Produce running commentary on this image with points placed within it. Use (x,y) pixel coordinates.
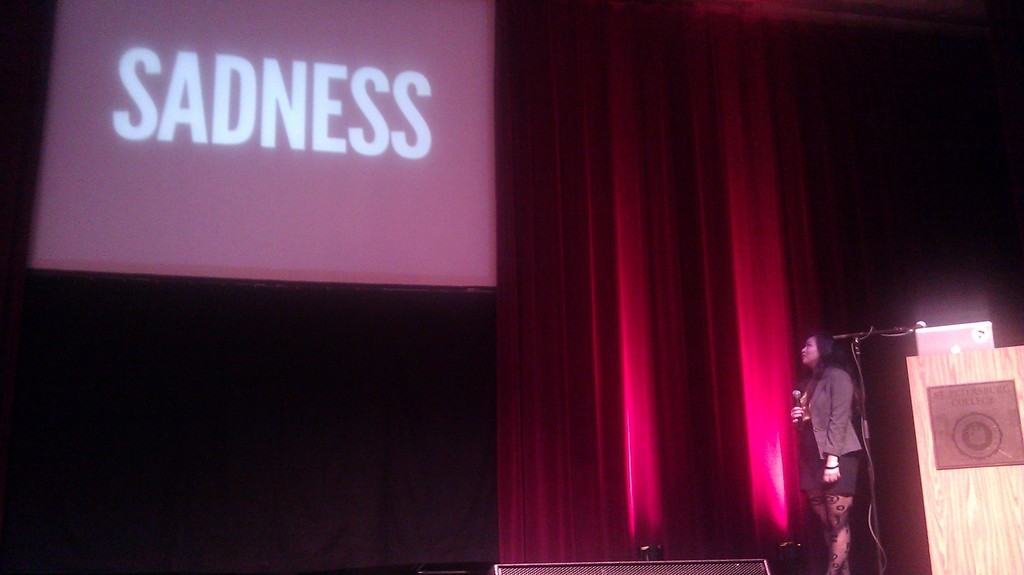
In the picture I can see a woman (808,448) is standing and holding a microphone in the hand (797,415). On the right side of the image (966,419) I can see a podium (970,444) In the background (553,316) I can see curtains (592,371) and projector screen (480,280) on which there is something displaying on it.
